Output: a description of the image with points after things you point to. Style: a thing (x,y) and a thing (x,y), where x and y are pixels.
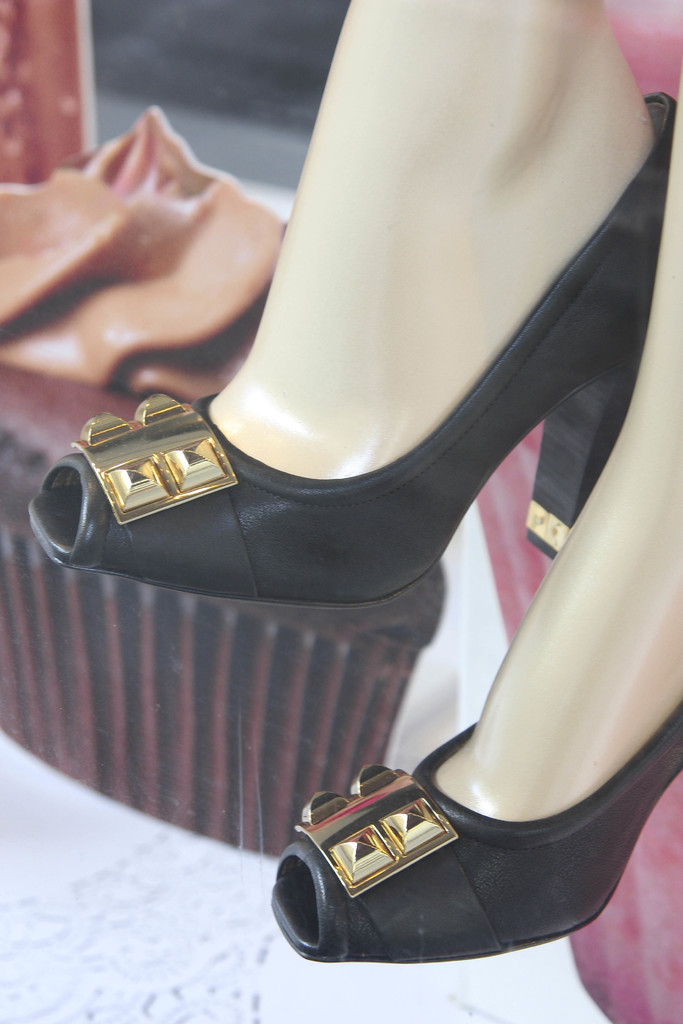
In this image I can see mannequin's leg (674,605) and a pair of black heels (659,226) are on it. In the background (35,336) I can see a chocolate muffin (52,188).
